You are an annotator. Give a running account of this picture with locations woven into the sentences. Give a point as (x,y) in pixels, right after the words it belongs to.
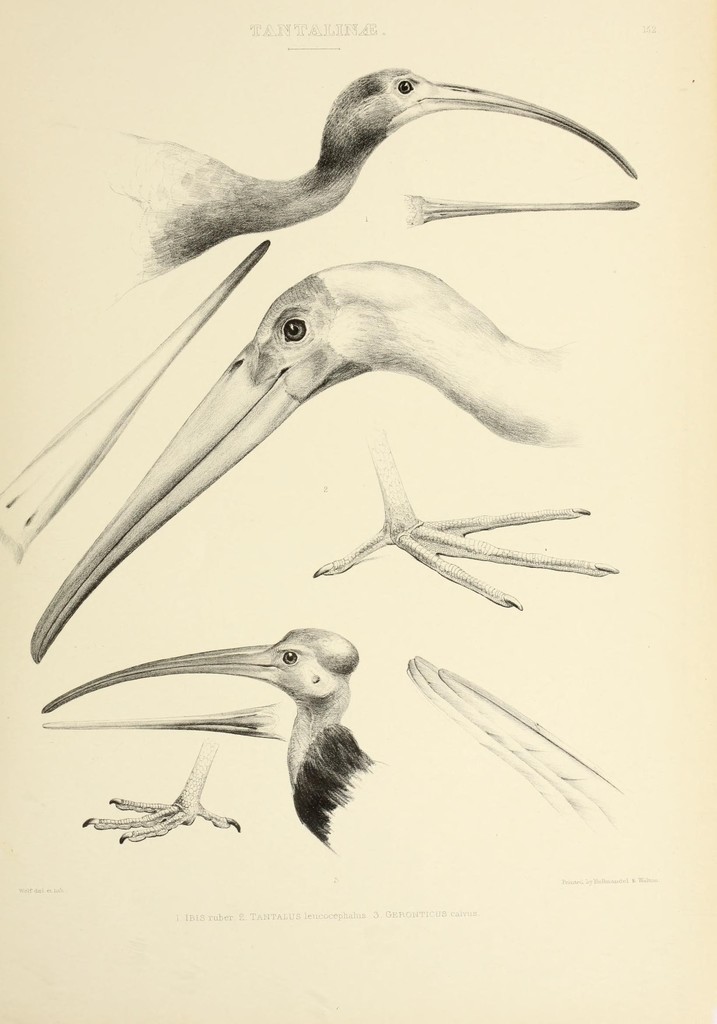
In this I can see a white color paper (192,517) which consists of the diagrams (220,305) of birds (298,333). On the top of this image (310,32) I can see some text (329,30).
